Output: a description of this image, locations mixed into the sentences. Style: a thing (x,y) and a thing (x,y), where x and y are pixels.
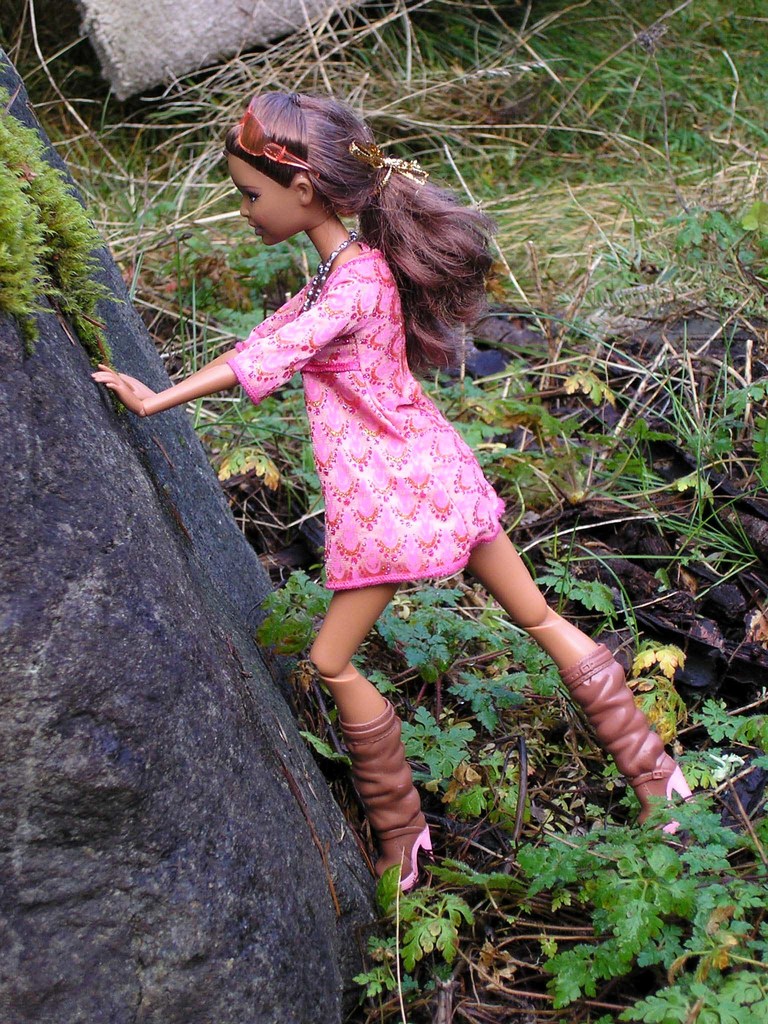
There is a doll girl (339,427) wearing a pink color dress (404,448) standing and holding a rock (70,403) on which, there are plants (64,200) near plants (636,651) and woods (665,339) on the ground (748,490). In the background (645,216), there's grass (660,250) on the ground (660,250).
